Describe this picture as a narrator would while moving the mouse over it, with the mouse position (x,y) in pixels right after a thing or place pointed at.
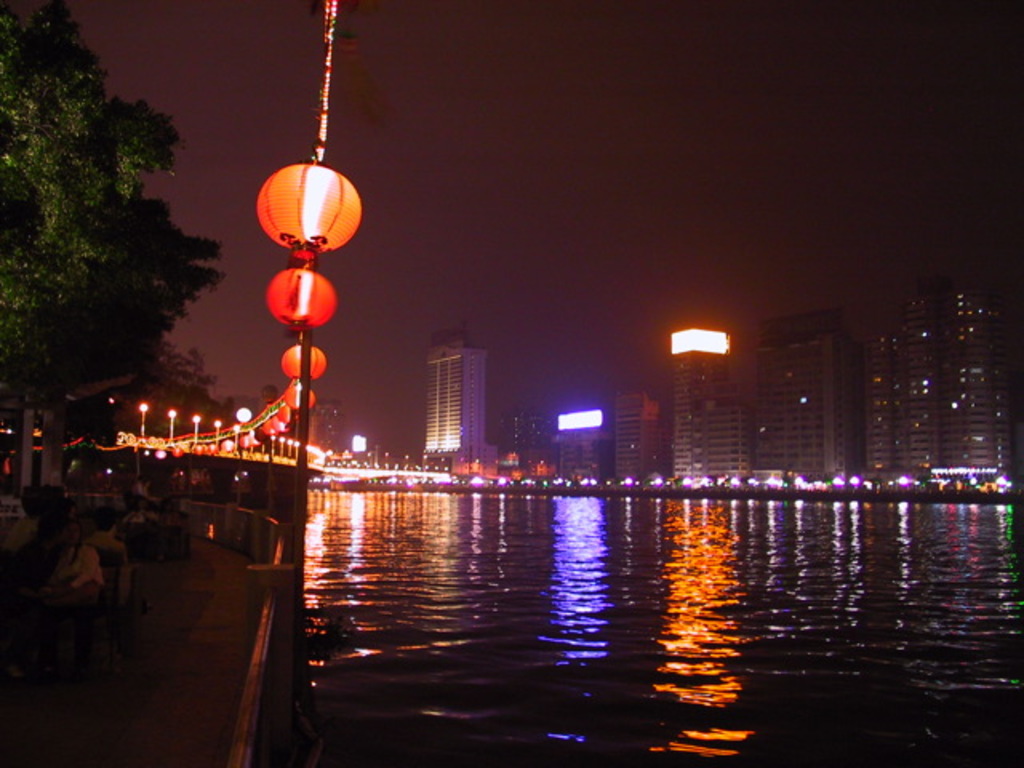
In the center of the image (533,258) we can see the sky (575,211), buildings (783,363), lights (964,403), water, trees (156,310), lanterns (289,292), few people (85,575) and a few other objects (231,529).
